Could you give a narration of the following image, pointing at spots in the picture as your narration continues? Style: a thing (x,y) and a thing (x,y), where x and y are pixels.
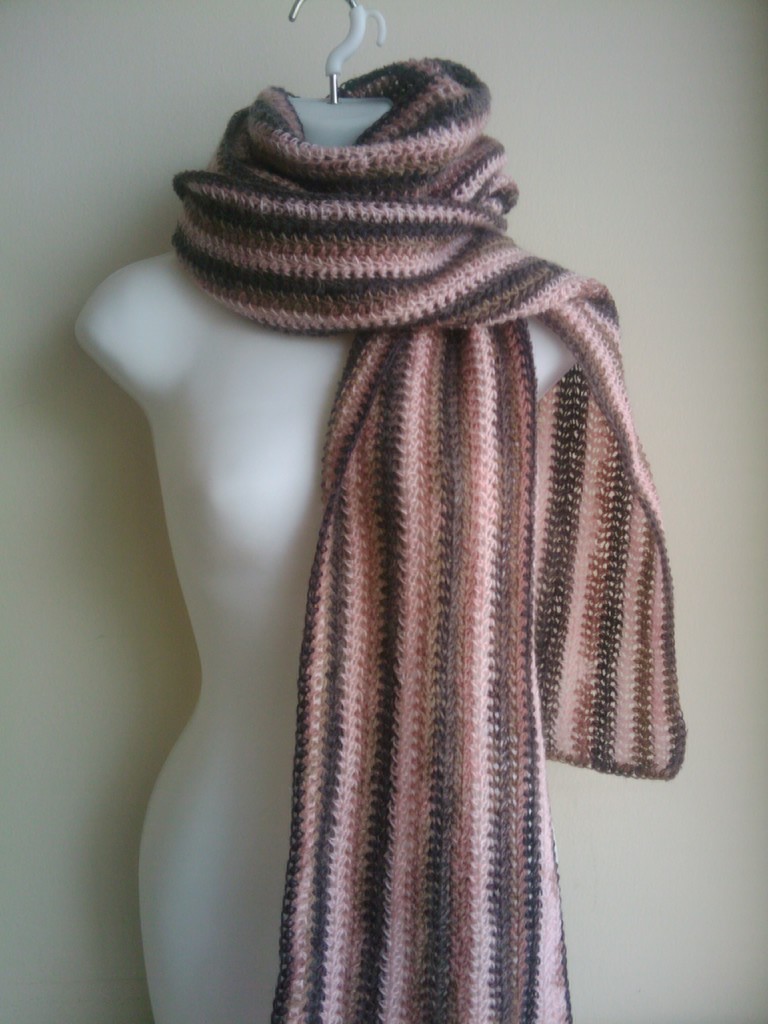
In this image we can see female mannequin (246,562) which is in white color and there is a stole (346,225) around the neck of the mannequin (228,655).
